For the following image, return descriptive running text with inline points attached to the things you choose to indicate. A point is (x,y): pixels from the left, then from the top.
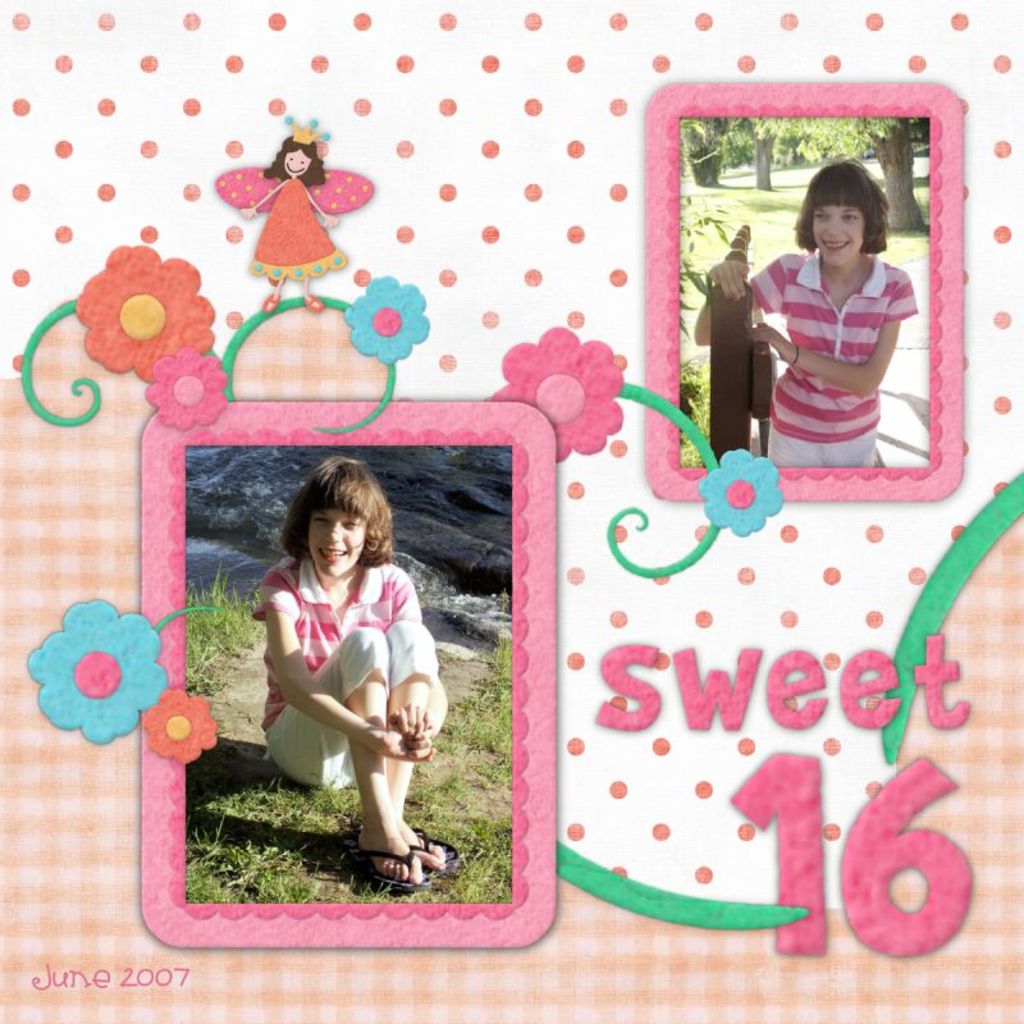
This is an edited and made as collage. In this image I can see two pictures (462,654). In the two pictures (311,718) I can see the same person (355,609). In the left side (335,680) picture this person (355,716) is sitting on the ground (288,781) and smiling. At the back of this person (360,656) I can see the water (473,504). In the right side (835,365) picture this person (844,342) is standing by holding a wooden post (732,359) and smiling. In the background (801,158) I can see the trees (727,158). On this image I can see some edited text (771,692) and few cartoon images (156,295).
